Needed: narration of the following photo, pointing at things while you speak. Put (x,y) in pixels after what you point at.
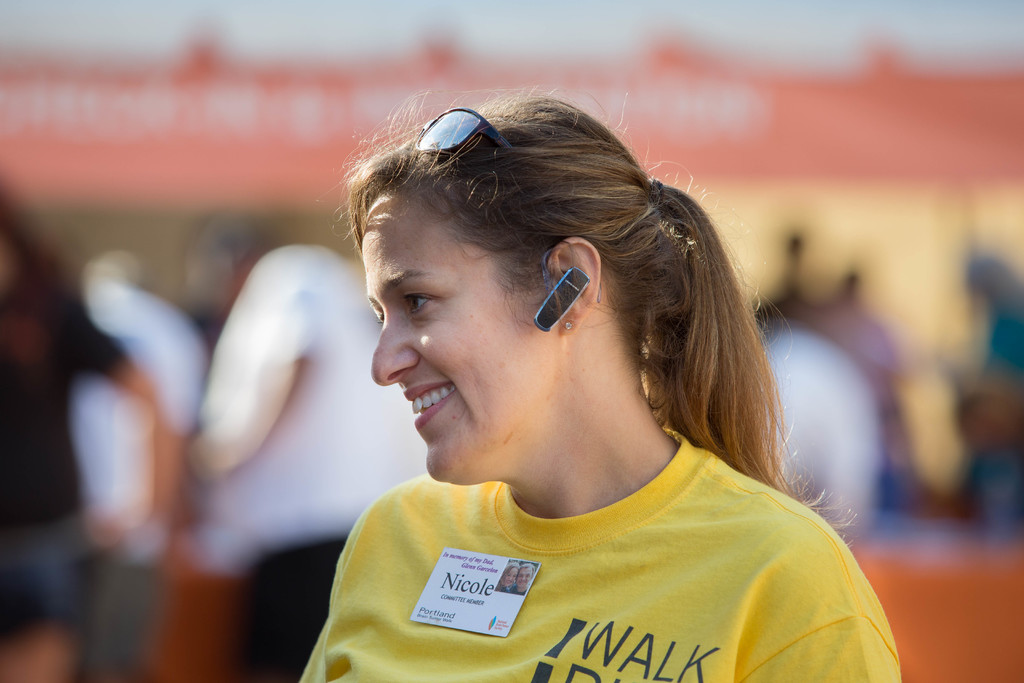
In this image there is a woman (663,587) with yellow shirt (650,622) and a badge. There is a Bluetooth (580,279) in her ear (572,306). There are people (856,306) in the background (320,373). It is blurry in the background (931,193).
